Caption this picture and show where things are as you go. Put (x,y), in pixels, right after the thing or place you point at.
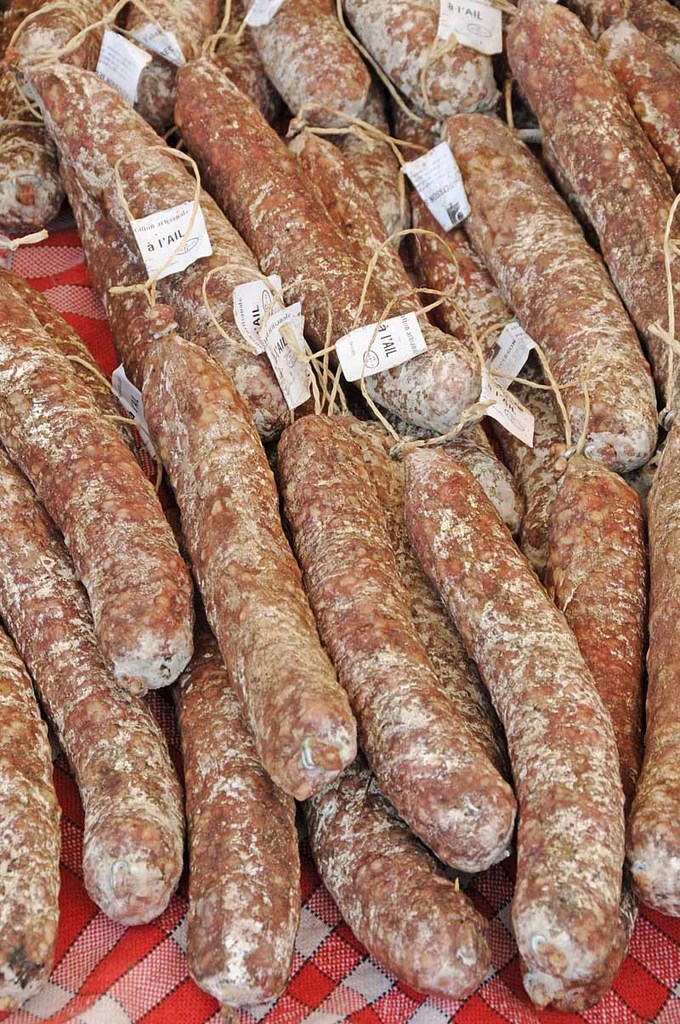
In this picture I can see there is food (291,949) placed on the napkin (69,974) and it has some tags (369,325) attached to the food (275,812).
